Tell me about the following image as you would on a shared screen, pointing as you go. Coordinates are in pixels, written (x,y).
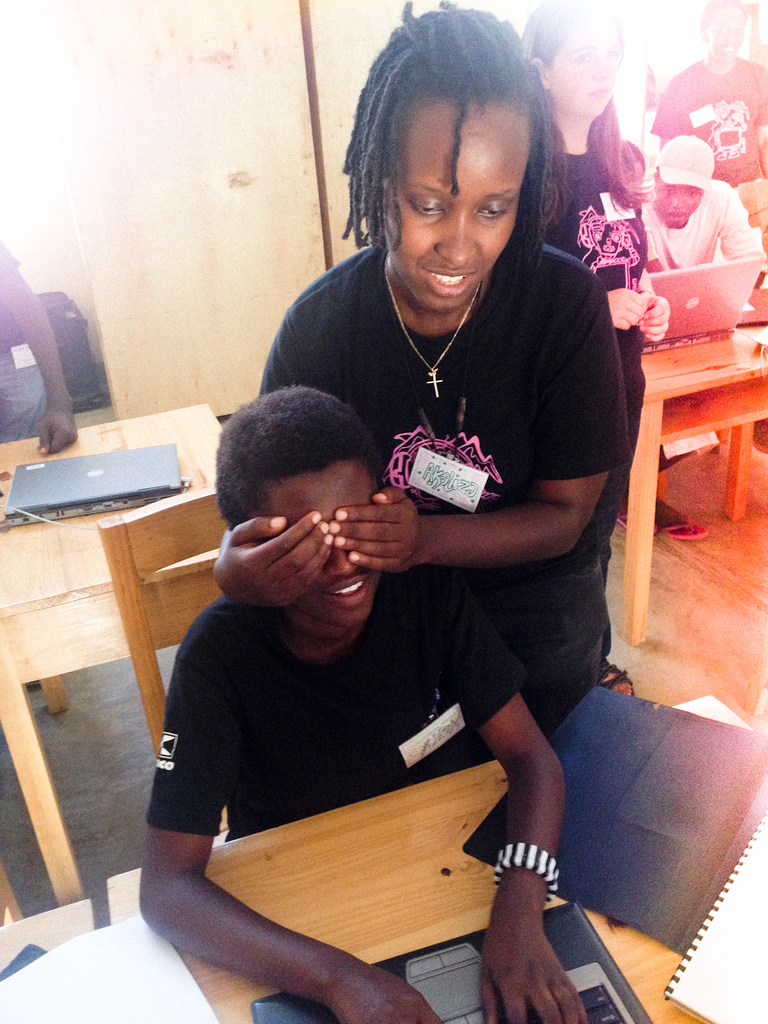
In the picture we can see a woman (530,374) standing and closing the eyes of a person (579,1017) who is sitting and they are in black T-shirts (417,572) and behind them, we can see a table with a laptop (699,292) on it and beside it, we can see a woman (619,149) standing with loose hair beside her we can see a man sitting and watching something in the laptop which is on the table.
